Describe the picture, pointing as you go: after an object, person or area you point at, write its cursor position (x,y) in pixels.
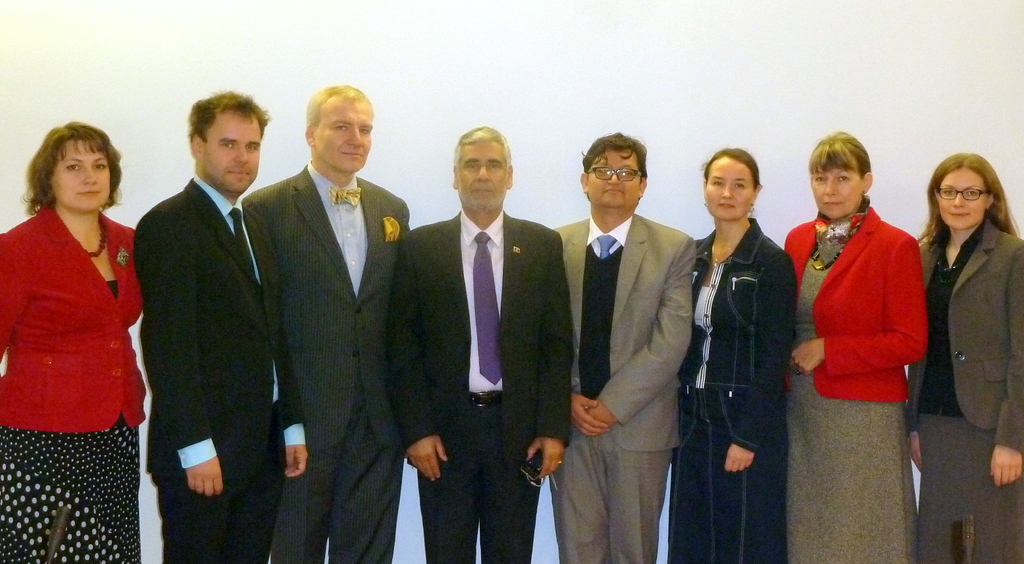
In this picture we can see group of people (581,308), they are all standing, and few people (949,528) wore spectacles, in front of them we can see few microphones (61,536).
